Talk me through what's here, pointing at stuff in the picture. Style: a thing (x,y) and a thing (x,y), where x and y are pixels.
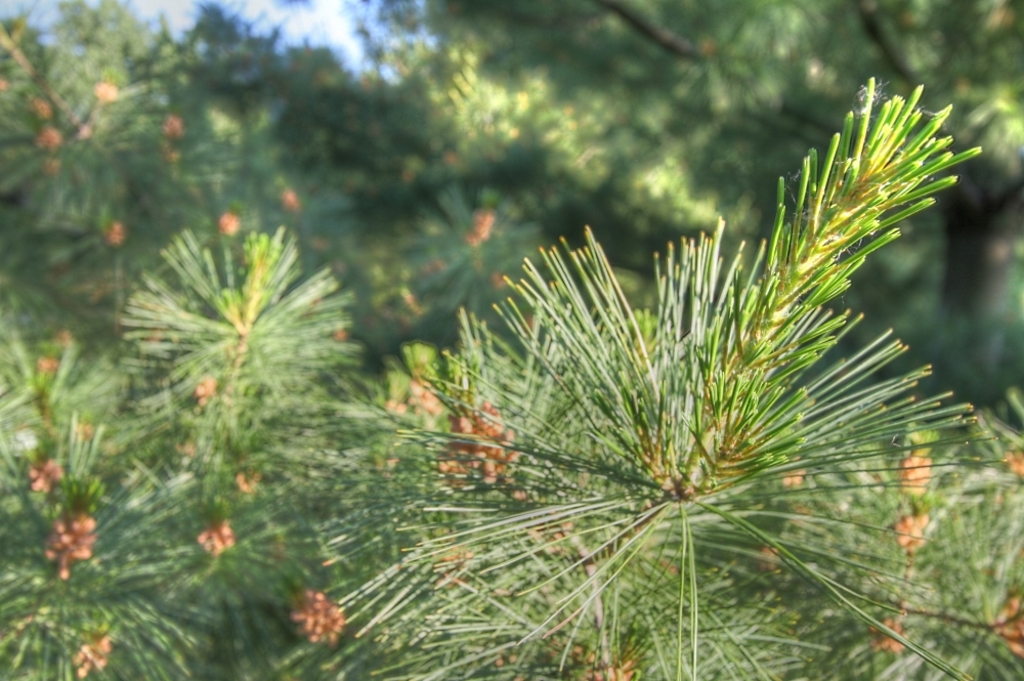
In this image, we can see few trees (531,565) with some orange flowers (489,431). Background (406,162) there is a blur view.
